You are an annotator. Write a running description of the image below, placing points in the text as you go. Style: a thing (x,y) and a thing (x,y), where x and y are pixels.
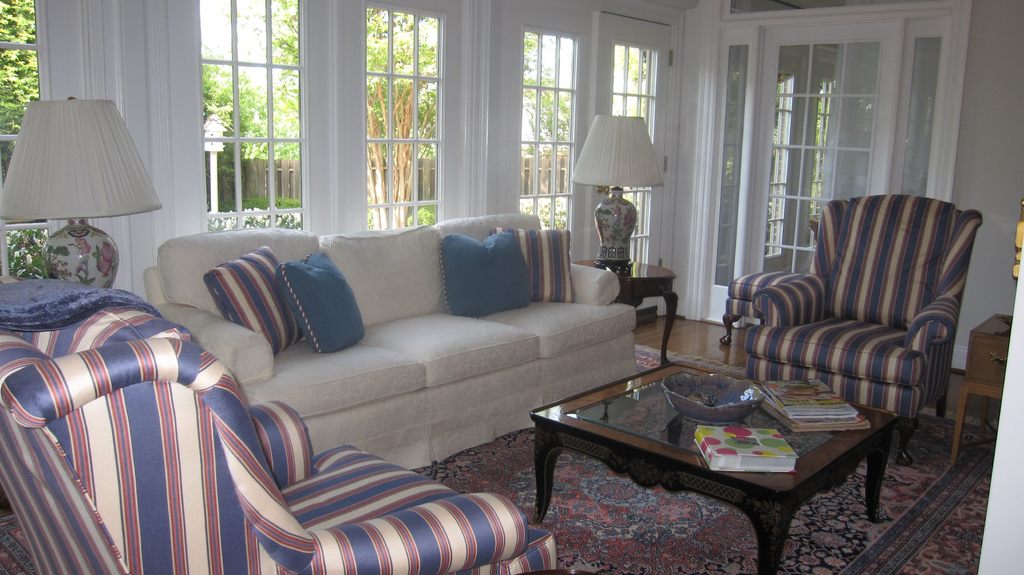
Here we can see a sofa (357,347) and pillow (339,314) on it, and here are the chairs (897,255) on the floor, and here is the table (652,424) and some objects (722,443) on it, and at back (260,118) here is the window (261,132), and here are the trees (410,61), and here is the door (819,114).
